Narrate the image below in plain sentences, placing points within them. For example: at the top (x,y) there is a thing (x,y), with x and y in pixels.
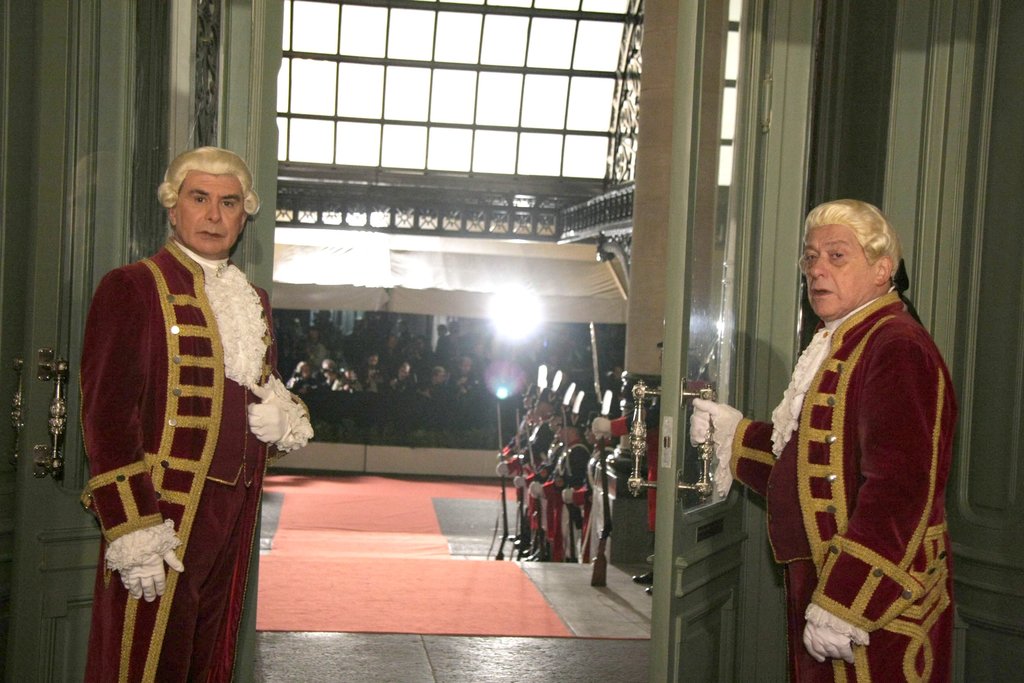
In this image in the foreground (262,417) there are two men (241,390) who are standing, and there are doors (735,231) and one person (838,358) is holding a door handle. In the background (586,455) there are a group of people (569,439) and some lights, sticks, tents (540,280), railing (432,196). And at the bottom (372,594) there is floor (477,584).
